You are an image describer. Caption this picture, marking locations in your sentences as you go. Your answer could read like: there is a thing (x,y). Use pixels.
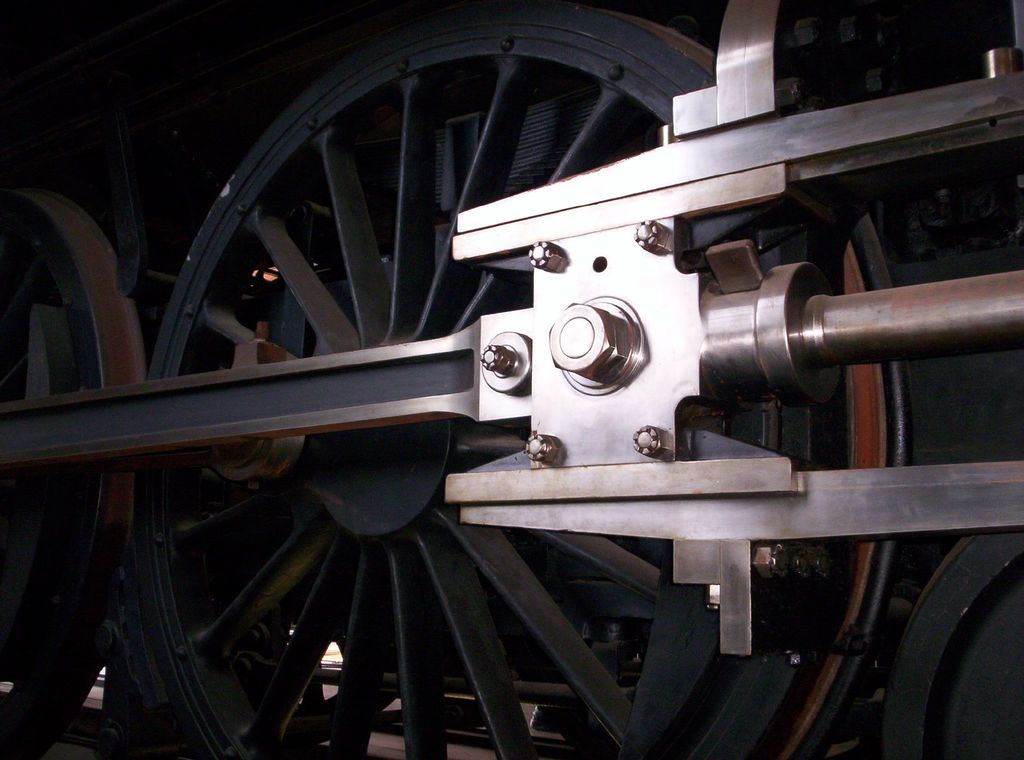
In this image, we can see wheels (200,273), bolts (647,228) and rods (163,429) of a vehicle (442,450).
